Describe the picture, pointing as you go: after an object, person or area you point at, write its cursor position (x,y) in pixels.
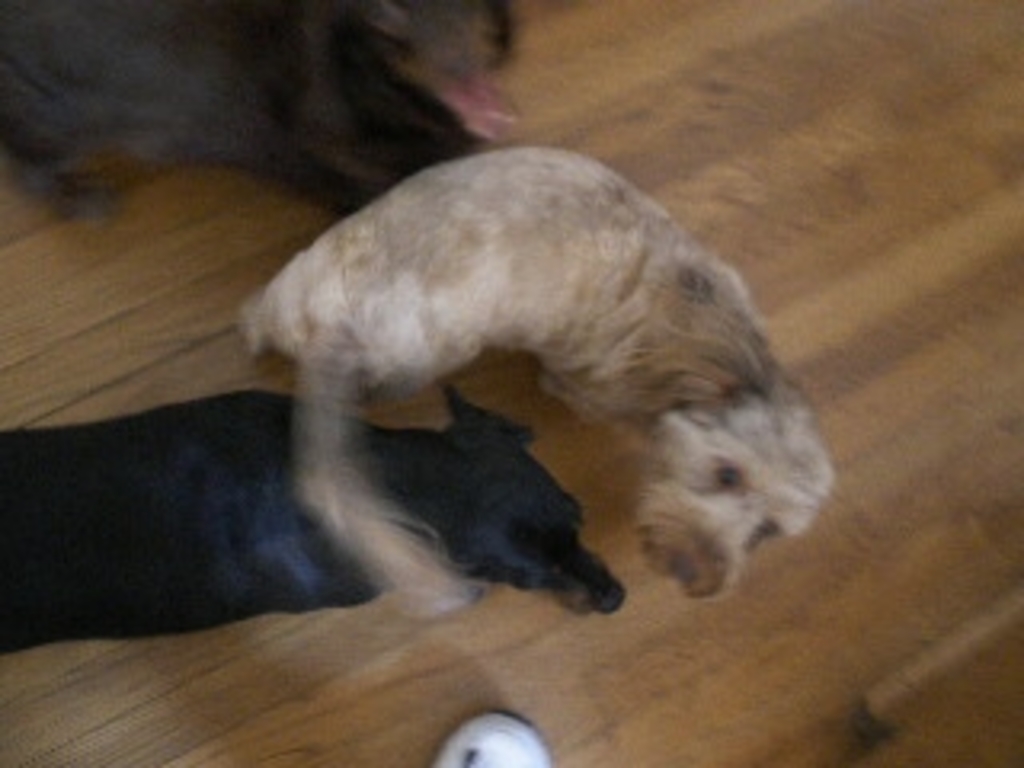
In this image we can see dogs (328,422) on the wooden surface (211,686).
